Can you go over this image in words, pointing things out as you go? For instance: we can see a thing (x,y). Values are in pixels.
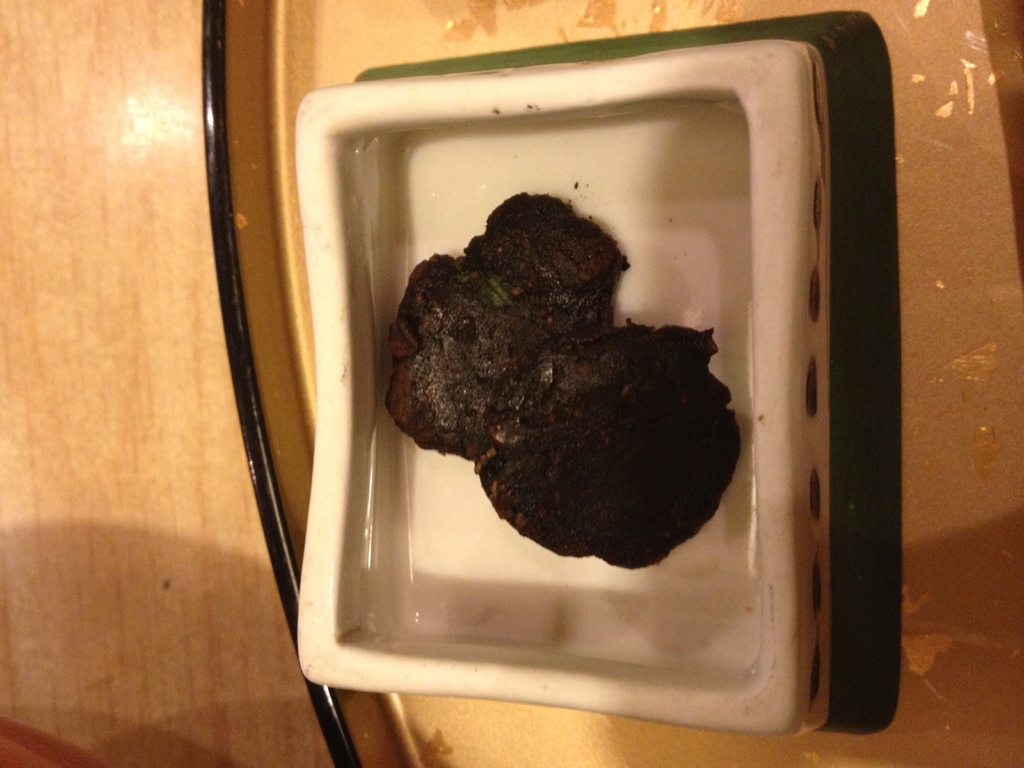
In this picture I can see there is some food (530,297) served in plate (673,148), it is placed in a tray (411,60) and it is placed on the wooden table (164,480).
